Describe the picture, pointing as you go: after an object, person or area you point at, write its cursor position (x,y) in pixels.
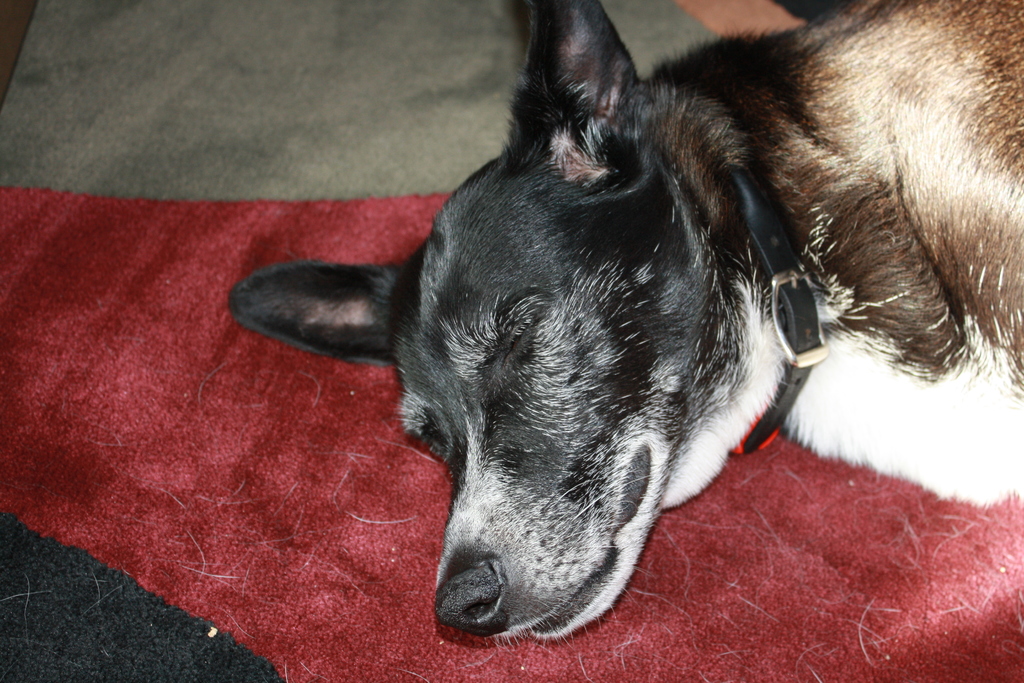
In the image we can see a dog (669,481) is sleeping on the mat (954,669) and the mat (1014,650) is red, black and gray in color and the dog (500,381) is black, brown and white in color.
